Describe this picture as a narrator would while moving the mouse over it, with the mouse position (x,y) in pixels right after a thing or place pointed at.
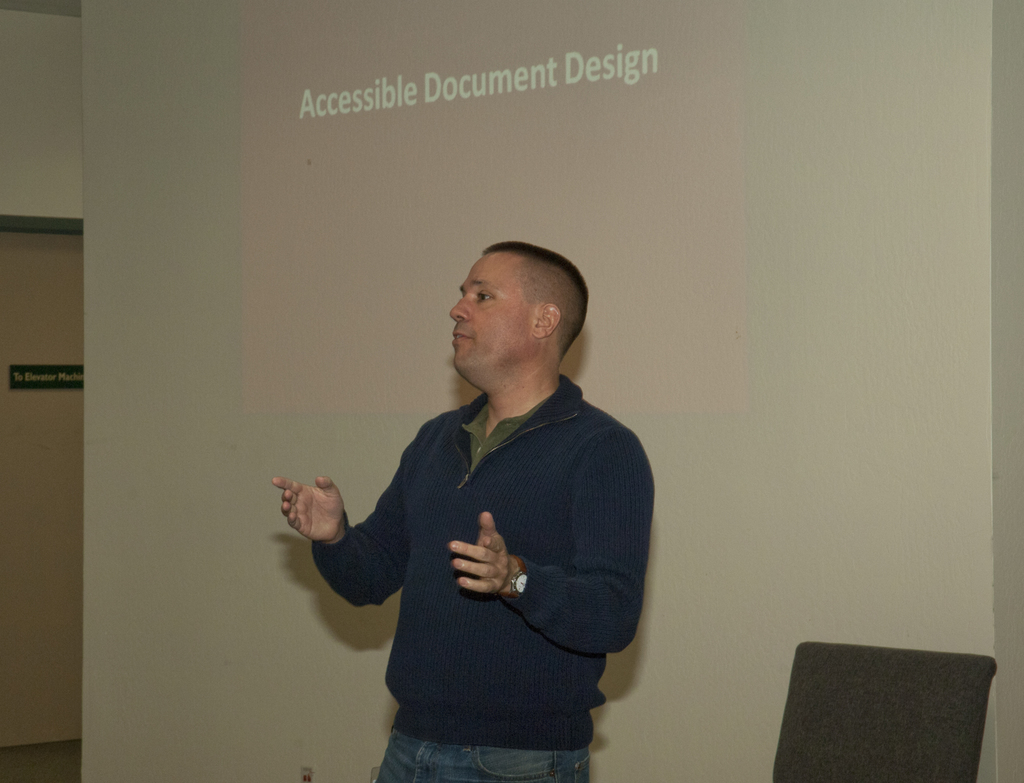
In the center of the picture (374,513) there is a person (517,428) standing and speaking. On the right (854,704) there is a chair (872,714). In the background (492,95) it is wall (428,161) painted white. On the left (26,413) there is a door (53,308).
